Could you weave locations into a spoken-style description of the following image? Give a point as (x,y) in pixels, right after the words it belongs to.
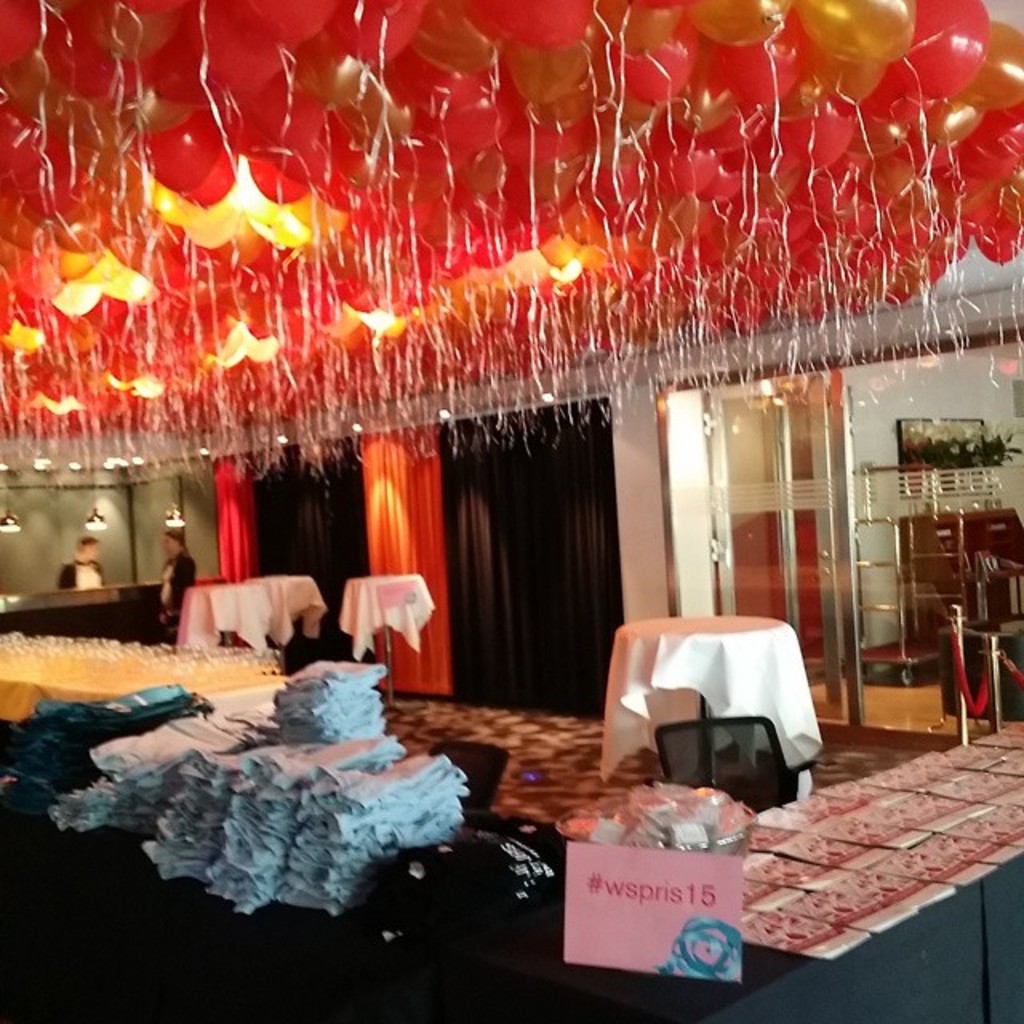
In the image there are clothes (217,864), glasses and books (896,864) on a table (286,968) with a cloth (240,925) and over the ceiling (394,226) there are many balloons (278,78) and lights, this seems to be clicked inside a banquet hall (128,542), in the back (77,560) there are two waiters (83,576) standing, on the right side (728,475) there is glass wall (944,575) with tables (726,680) in front of it and furniture (933,637) behind it.
